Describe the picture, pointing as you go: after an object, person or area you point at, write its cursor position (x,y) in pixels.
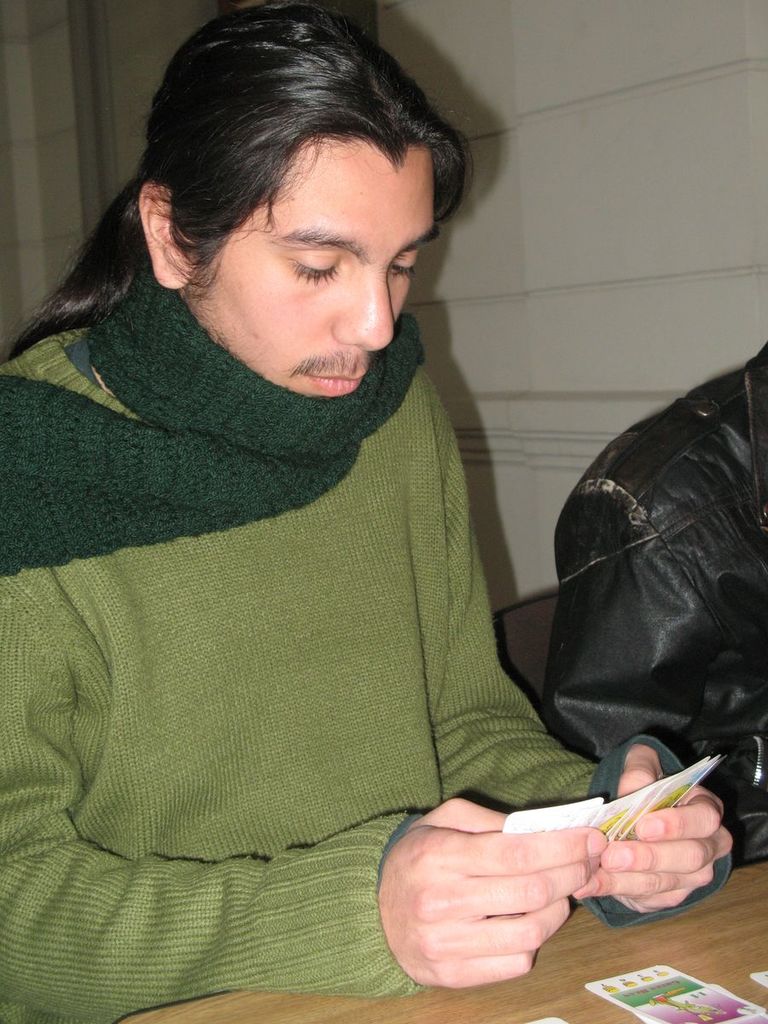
In this picture I can see couple of them (309,535) seated and a man (363,717) holding few cards (569,824) in his hands (541,837) and I can see few cards (629,984) on the table (215,996) and I can see scarf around his neck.
